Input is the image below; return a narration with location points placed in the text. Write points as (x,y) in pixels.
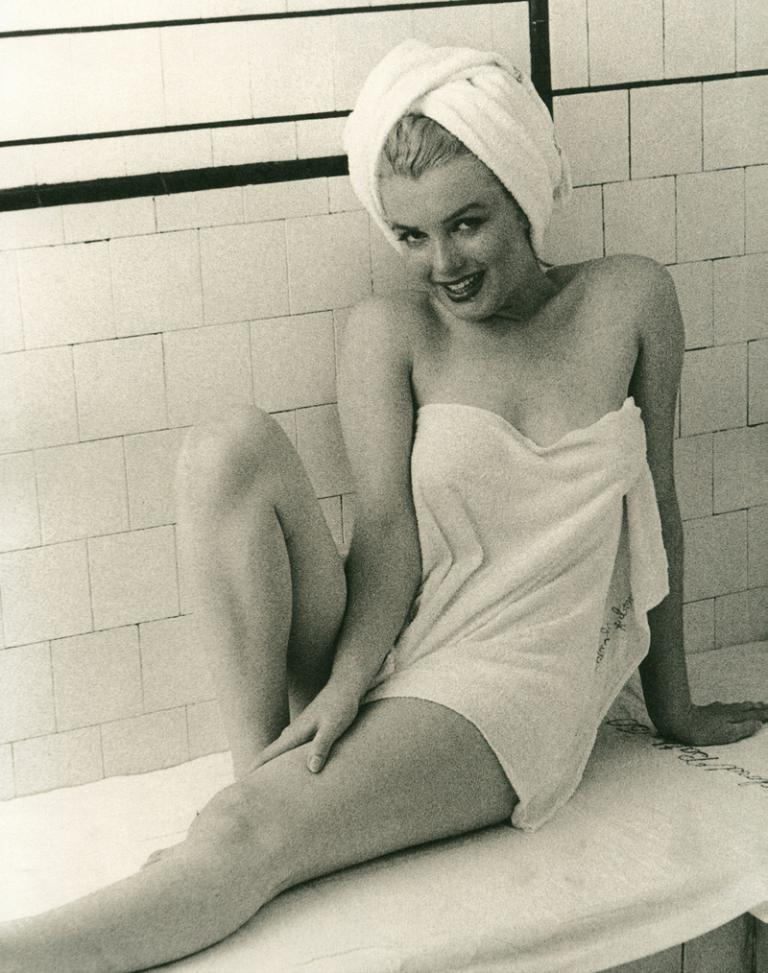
In this image, in the middle (393,478), we can see a woman (566,508) sitting on a bench (606,866). In the background (75,294), we can see a wall (715,21).
